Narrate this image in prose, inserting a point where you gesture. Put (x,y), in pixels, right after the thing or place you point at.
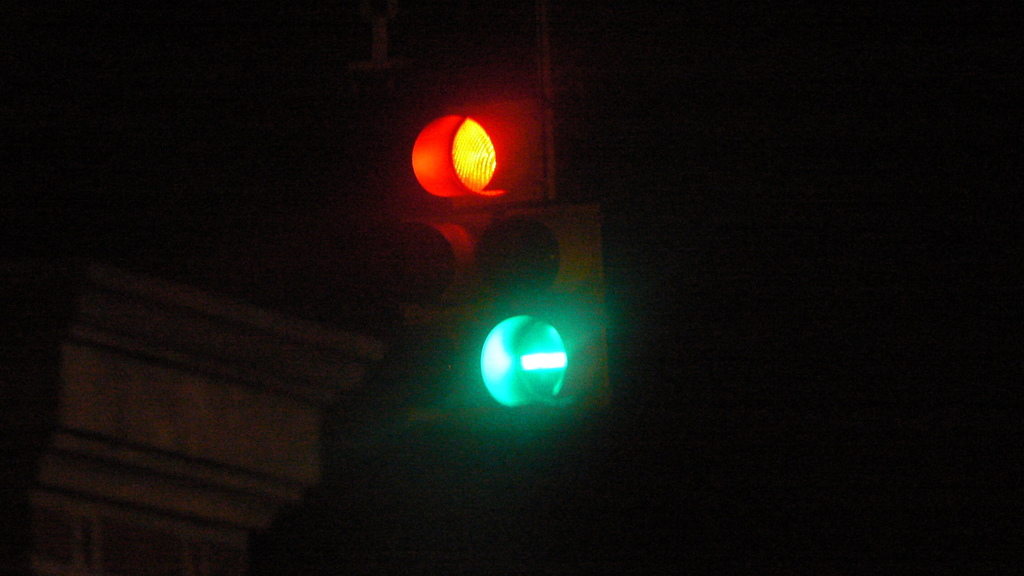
This picture seems to be clicked outside. In the center (401,247) we can see the traffic light (456,335). On the left (166,428) there is an object (156,352) which seems to be the pillar (229,460). The background of the image (872,491) is very dark.
